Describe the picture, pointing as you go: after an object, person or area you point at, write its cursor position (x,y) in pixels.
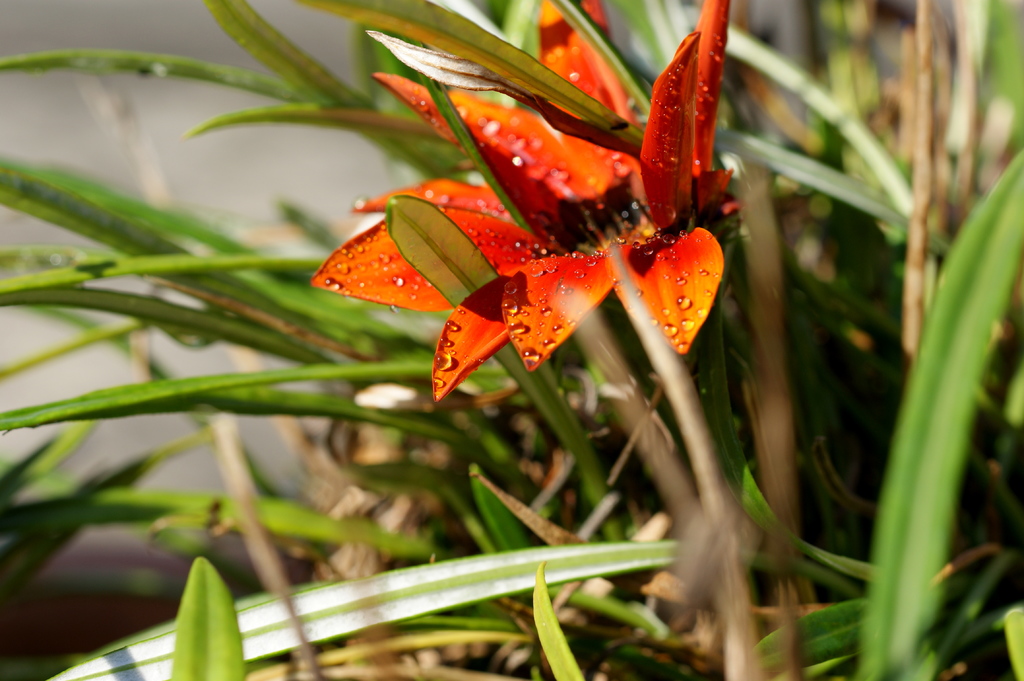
Here in this picture we can see a flower (566,224) present on the plant (985,272) over there.
